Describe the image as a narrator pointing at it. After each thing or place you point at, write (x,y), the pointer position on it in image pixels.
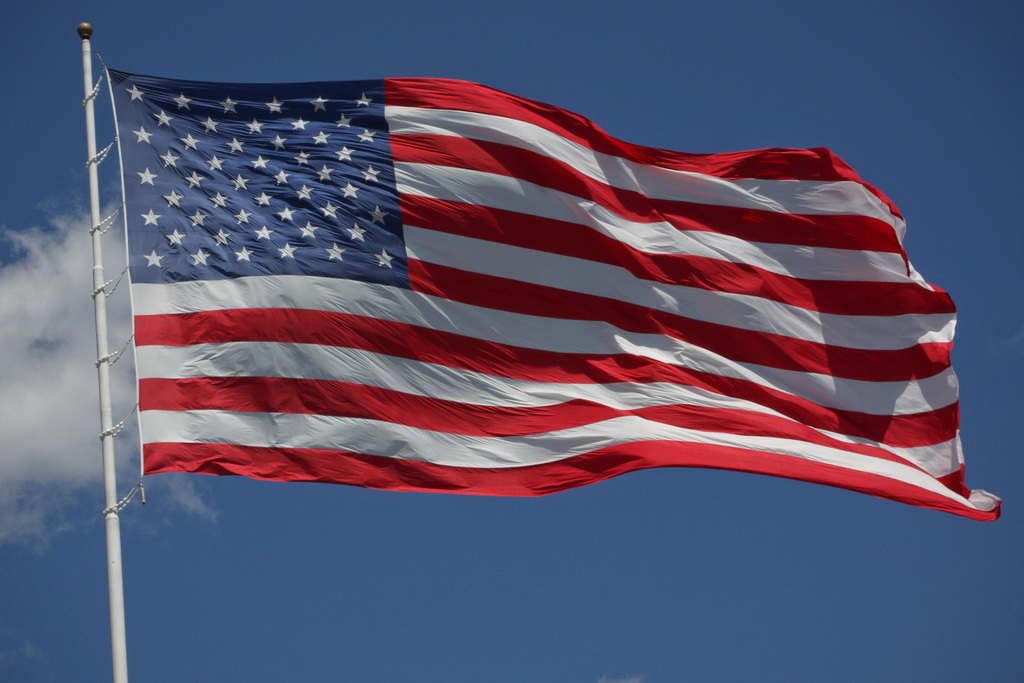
In this image I can see a white colored pole (121,641) to it I can see a flag (305,250) which is blue, white and red in color. In the background (601,616) I can see the sky (706,577).
